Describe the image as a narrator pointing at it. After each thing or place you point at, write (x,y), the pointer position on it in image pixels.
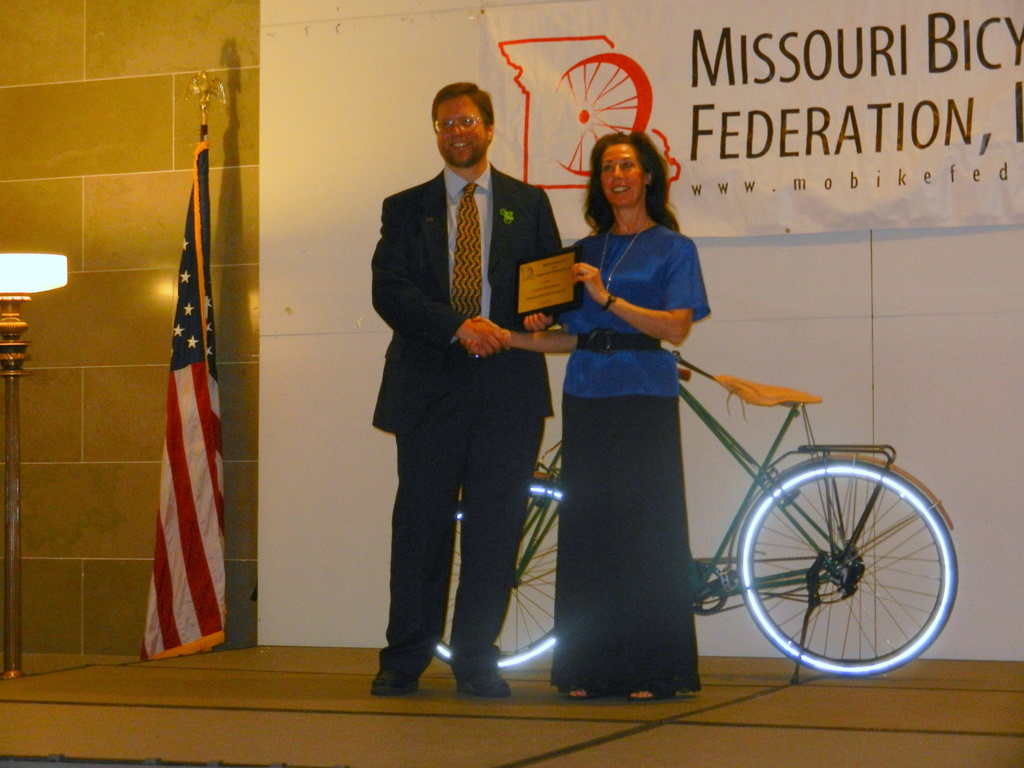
In this picture I can observe a man (478,365) and woman (629,184). Man (422,326) is wearing coat (528,235). Both of them are smiling. Behind them I can observe a bicycle (704,612). On the left side (187,386) I can observe a flag (187,386). In the background (371,118) I can observe a wall (138,109).
